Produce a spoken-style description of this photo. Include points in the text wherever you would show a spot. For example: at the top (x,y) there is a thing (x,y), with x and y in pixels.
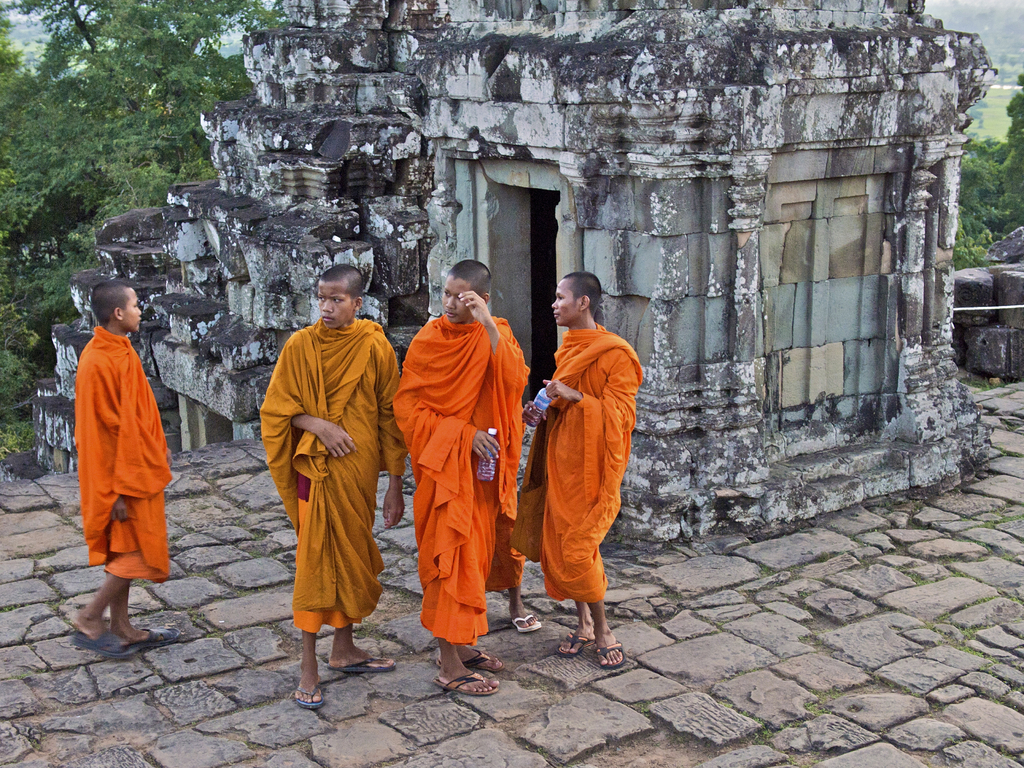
In the image there are few people (114,618) standing. Behind them there is an architecture (720,235) with stone walls (368,138). Behind them there are trees (18,129). On the right side of the image (977,318) there are stones (974,345).
